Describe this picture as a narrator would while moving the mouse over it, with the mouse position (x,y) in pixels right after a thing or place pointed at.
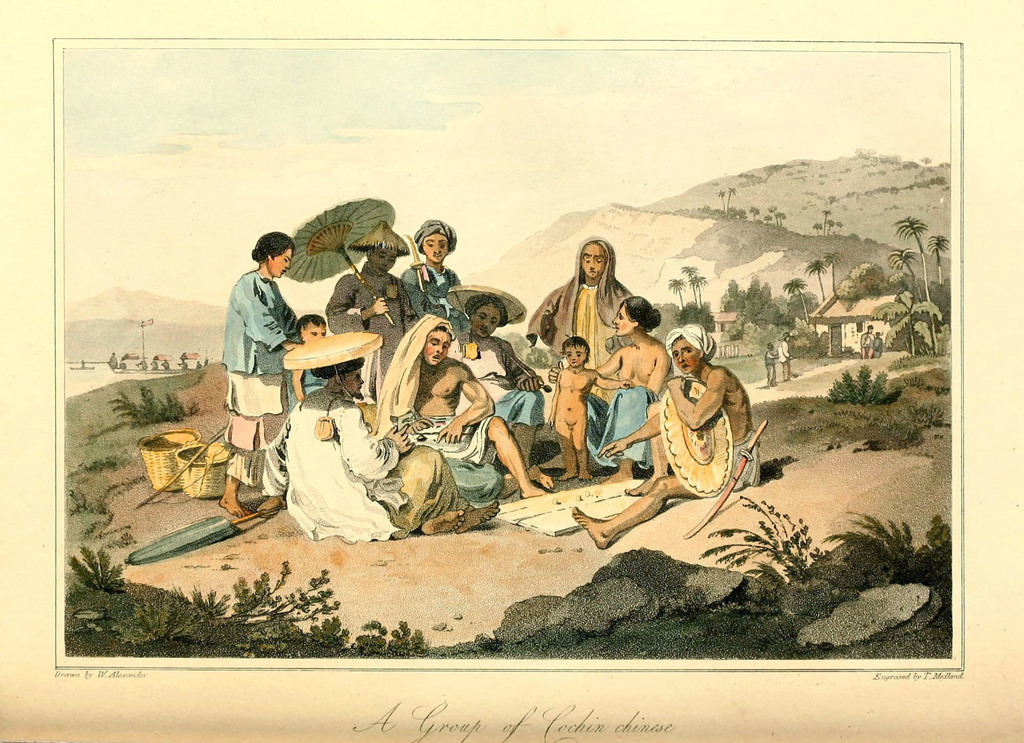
This is a poster, in this picture we can see a group of people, baskets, houses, trees (942,346) and in the background (316,172) we can see sky (262,129).
